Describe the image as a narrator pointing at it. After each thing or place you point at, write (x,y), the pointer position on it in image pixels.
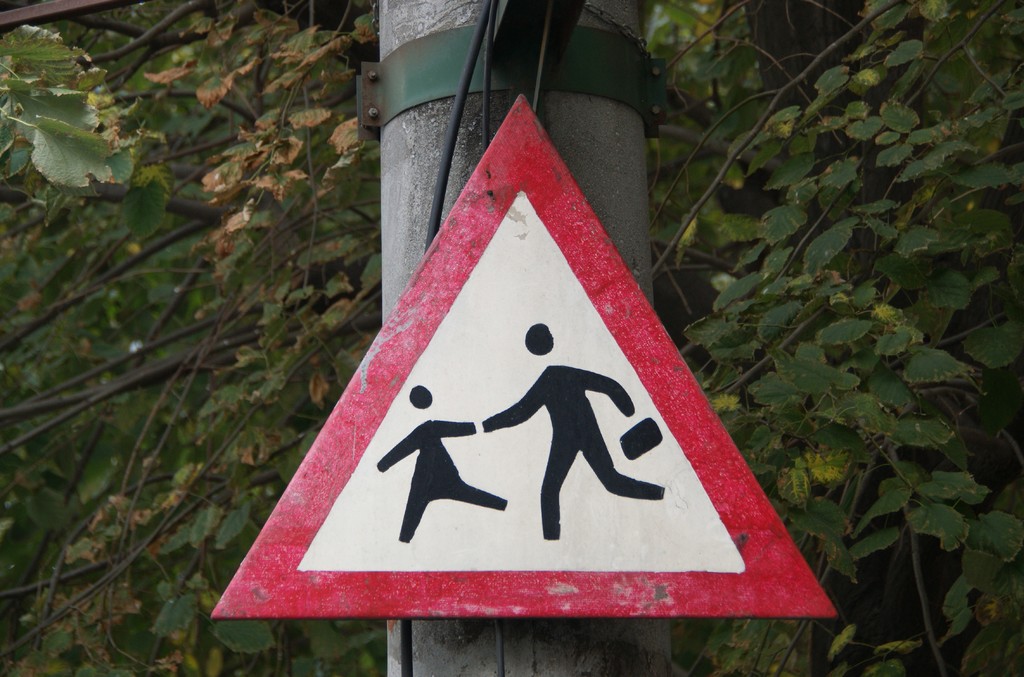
In this image, we can see a pole (588,185) where a board (406,580) is attached to it and the corner of the board (342,599) is red in color and at the center (460,331) it's white and there is image (594,469) drawn which is black in color and the image (582,450) indicates it is a pedestrian walk and at the back of the pole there are some trees (209,270).
